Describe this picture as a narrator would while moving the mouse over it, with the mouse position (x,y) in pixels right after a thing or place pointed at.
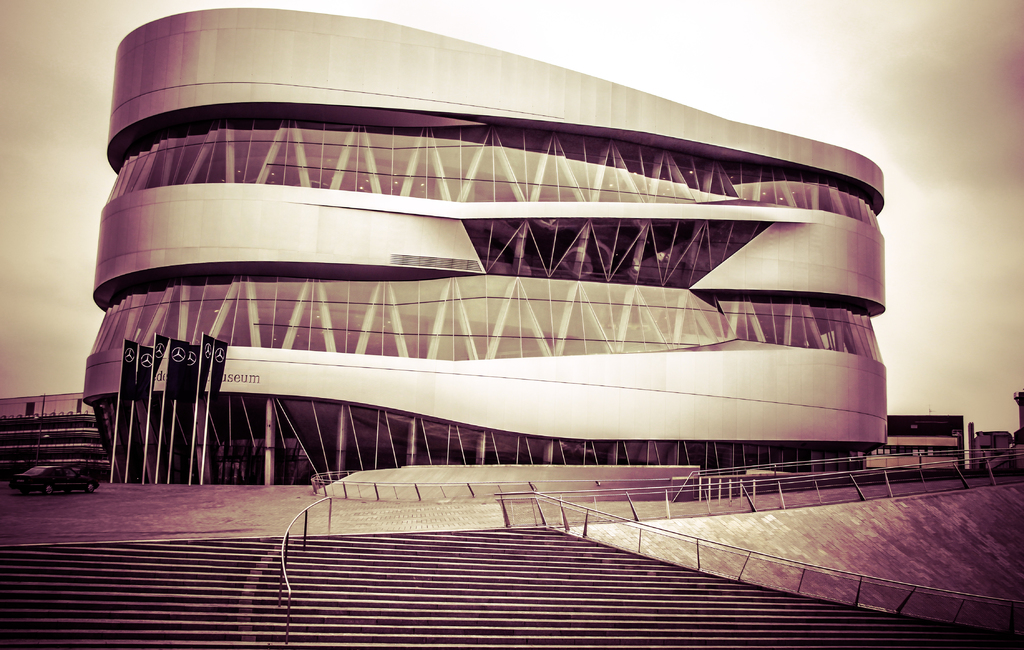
In the center of the image (445,270) there is a building (362,302). At the bottom of the image (360,593) we can see stairs (174,586), flags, poles (149,421) and fencing (722,560). In the background (12,92) there is sky (40,79).
